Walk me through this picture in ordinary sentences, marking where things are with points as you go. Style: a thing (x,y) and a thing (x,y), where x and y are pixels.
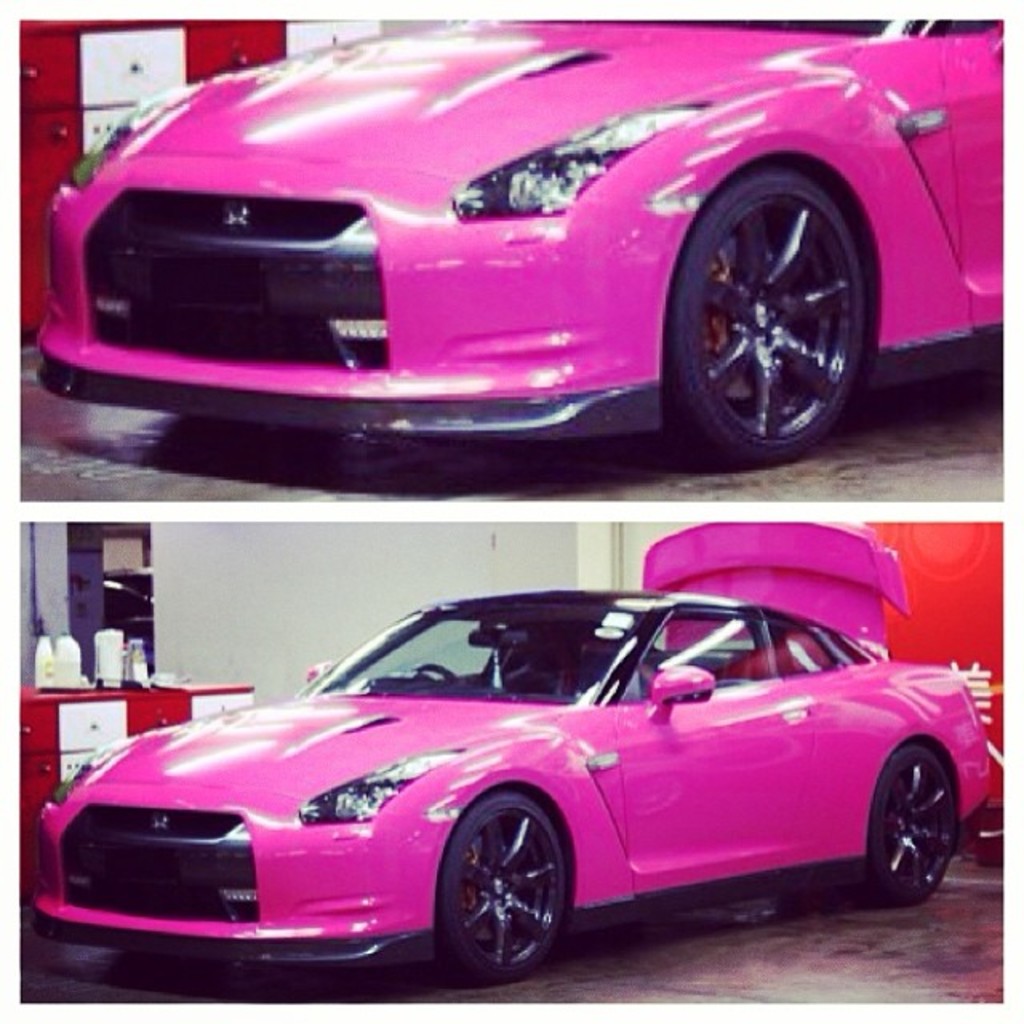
This picture is the collage of two images. At the top of the image (504,324) there is a car (319,247) and there is a table (130,96). At the bottom of the image (471,691) there is a car (527,662) and there is a table (97,700), on the table (97,700) there are objects (69,664) which are white in colour and there is a wall (425,600).
